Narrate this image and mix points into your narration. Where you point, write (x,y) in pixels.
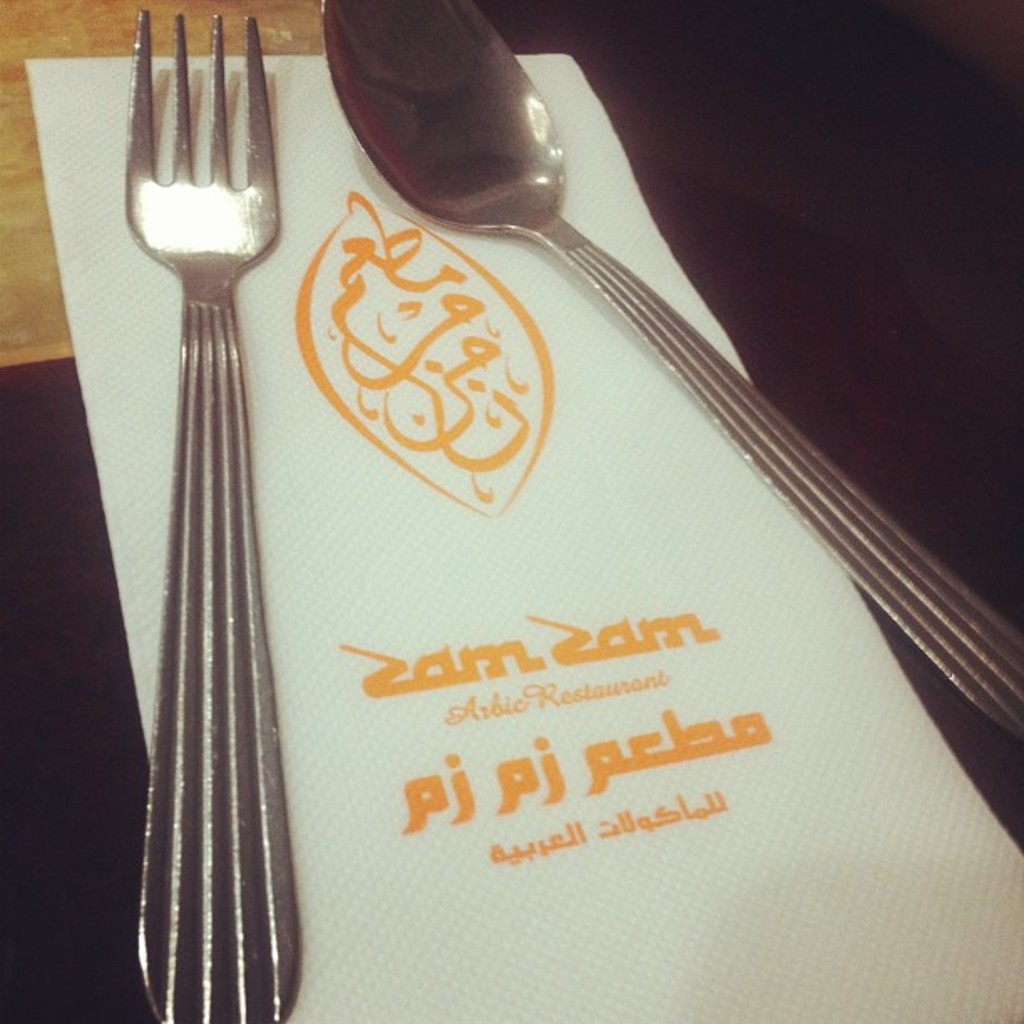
In this image, we can see a spoon (530,185) and fork (229,476) on the tissue paper (328,592).
